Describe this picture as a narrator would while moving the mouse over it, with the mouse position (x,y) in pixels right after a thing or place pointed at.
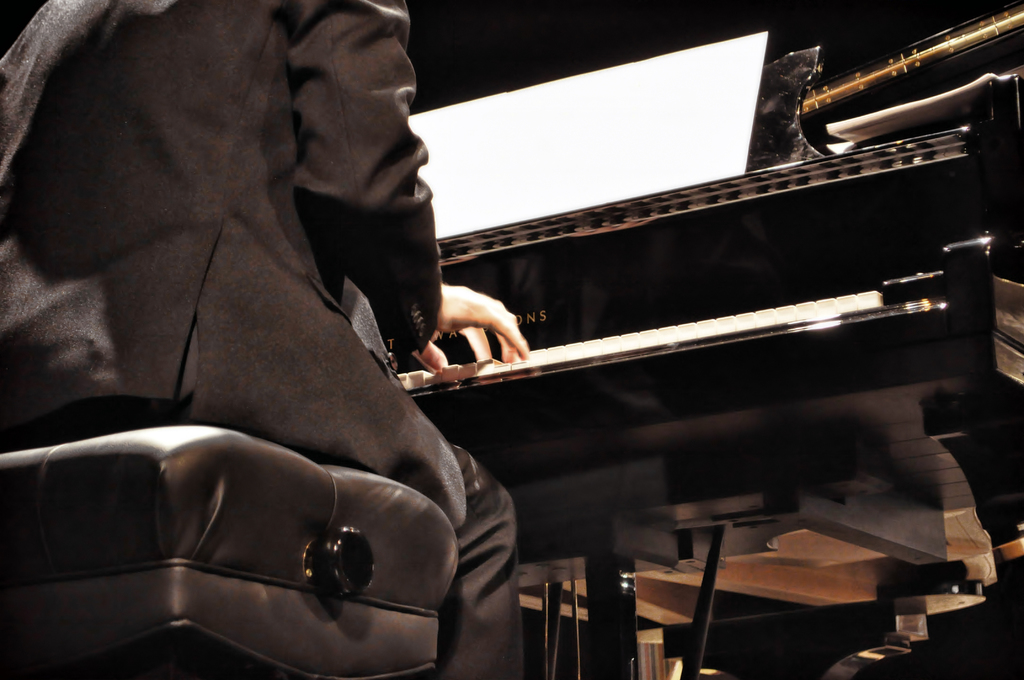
There is a man (194,221) in this picture, sitting on a bench (212,558), playing a piano (495,347).
